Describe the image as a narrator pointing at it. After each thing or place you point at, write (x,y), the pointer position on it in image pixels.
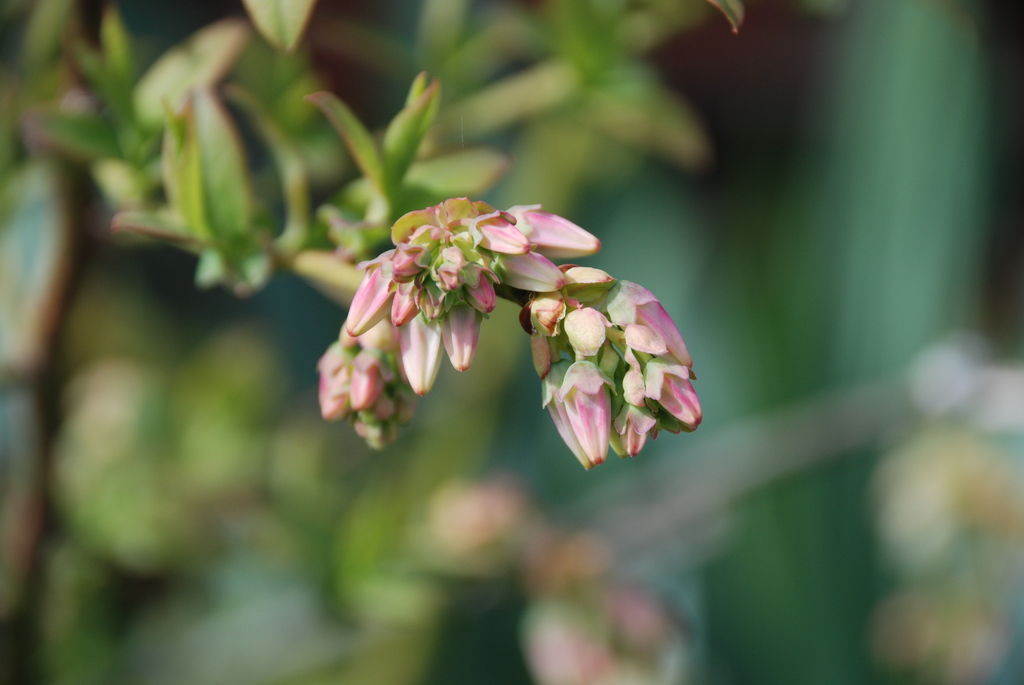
In this image, I can see the flower buds (545,233) to the stems (322,266). These are the leaves (427,120). The background (632,75) looks blurry.
